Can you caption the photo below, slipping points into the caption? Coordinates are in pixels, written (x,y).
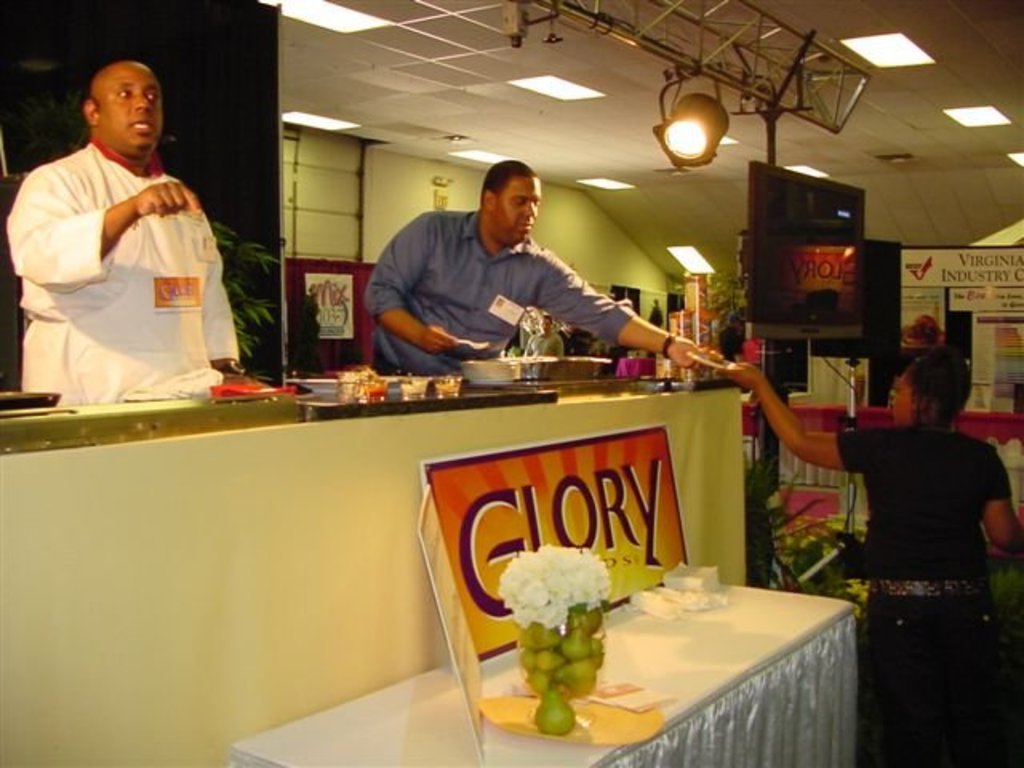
In this image in front (349,740) there is a table (731,677). On top of the table (646,650) there are flowers (565,609), tissues (701,583), boards (652,557). Beside the table (789,603) there is a person (975,714). Behind the table (725,594) there is another table (421,404) and on top of it there are cups (410,386) and a few other objects (529,372). Behind the table (467,400) there are two people (491,277). On the right side of the image (761,312) there is a TV (812,280). There are a table (968,414) and boards (950,251). On top of the image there are lights (700,124).
